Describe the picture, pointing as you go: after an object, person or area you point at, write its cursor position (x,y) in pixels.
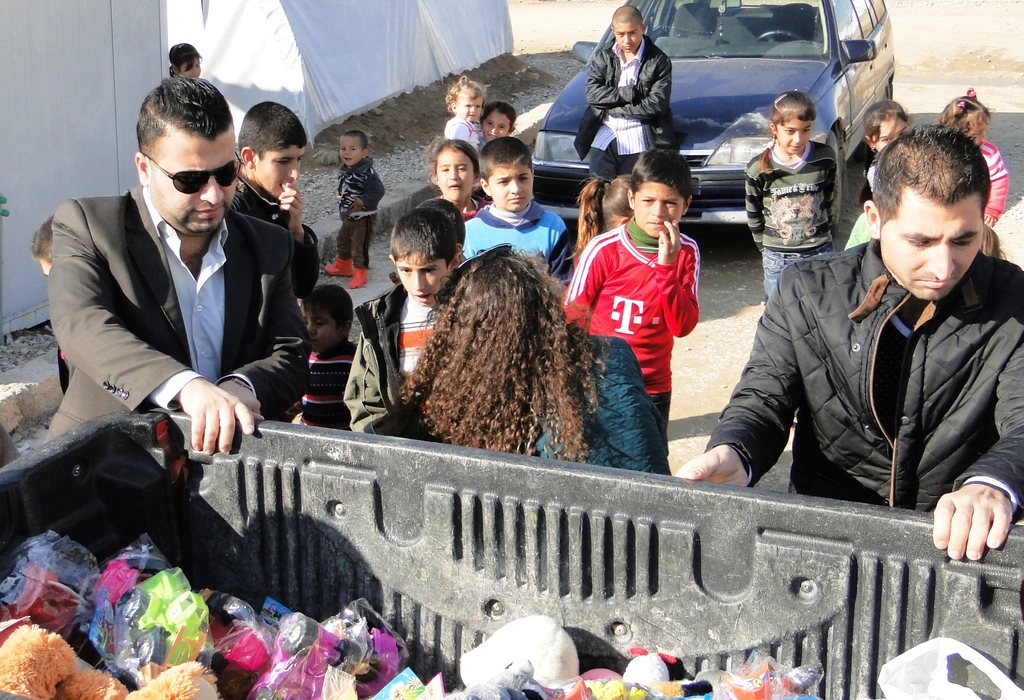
In this image we can see a group of people (583,348) are standing on the road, here are the toys (644,679), in it, here is the car (836,145) on the road (897,90), here is the white tent (344,75).
